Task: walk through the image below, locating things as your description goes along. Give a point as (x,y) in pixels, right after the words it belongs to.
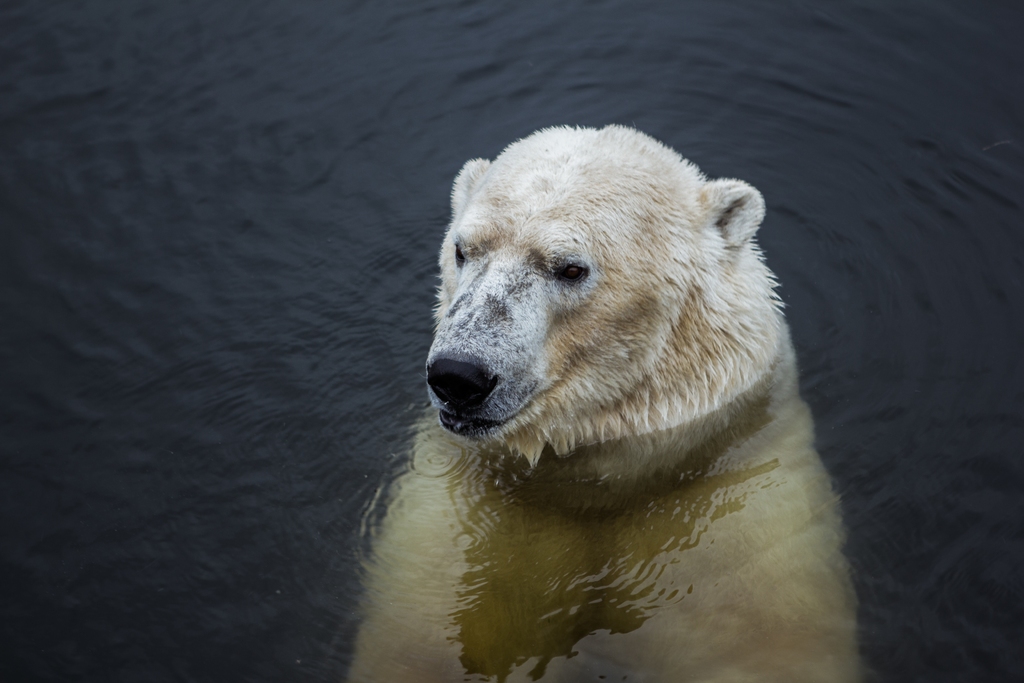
In this picture we can see a polar bear (694,289) in the water (871,342).
